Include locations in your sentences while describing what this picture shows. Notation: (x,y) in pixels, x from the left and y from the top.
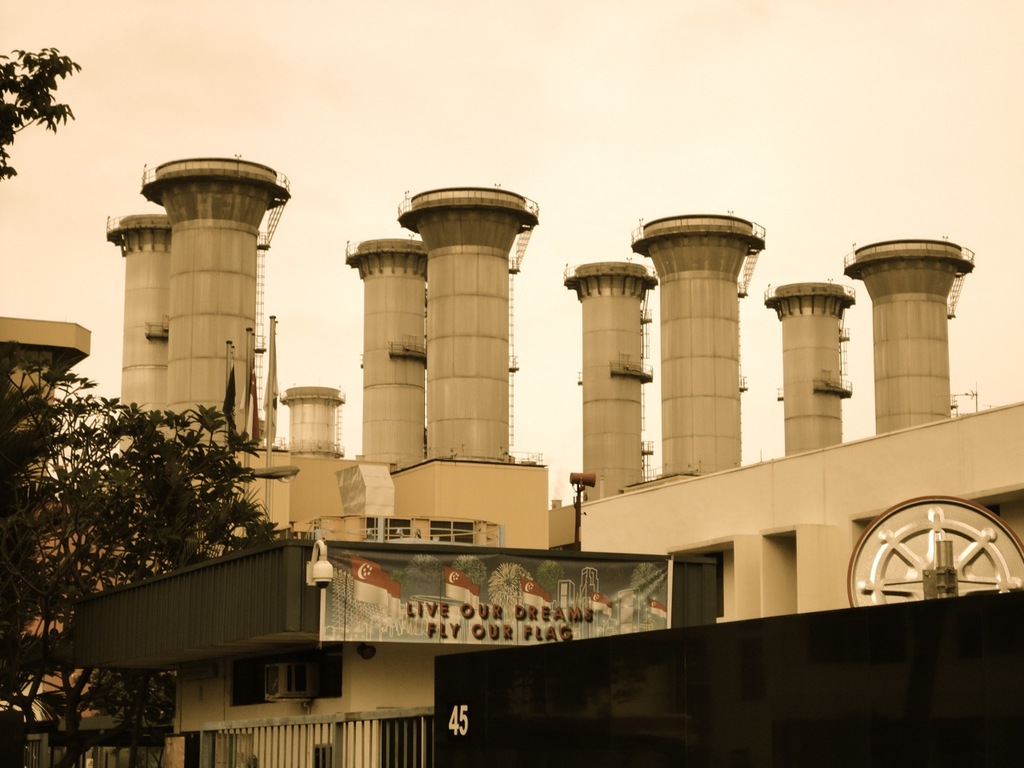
There is a building (458,513). On the building (571,551) there is a banner (455,595), camera (326,576), AC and flags (369,576). Also there are pillar like structures (599,463) on the top of the building (455,539). On the left side (81,587) there are trees (65,673) and railing (340,725). In the background (443,126) there is sky (591,117).
